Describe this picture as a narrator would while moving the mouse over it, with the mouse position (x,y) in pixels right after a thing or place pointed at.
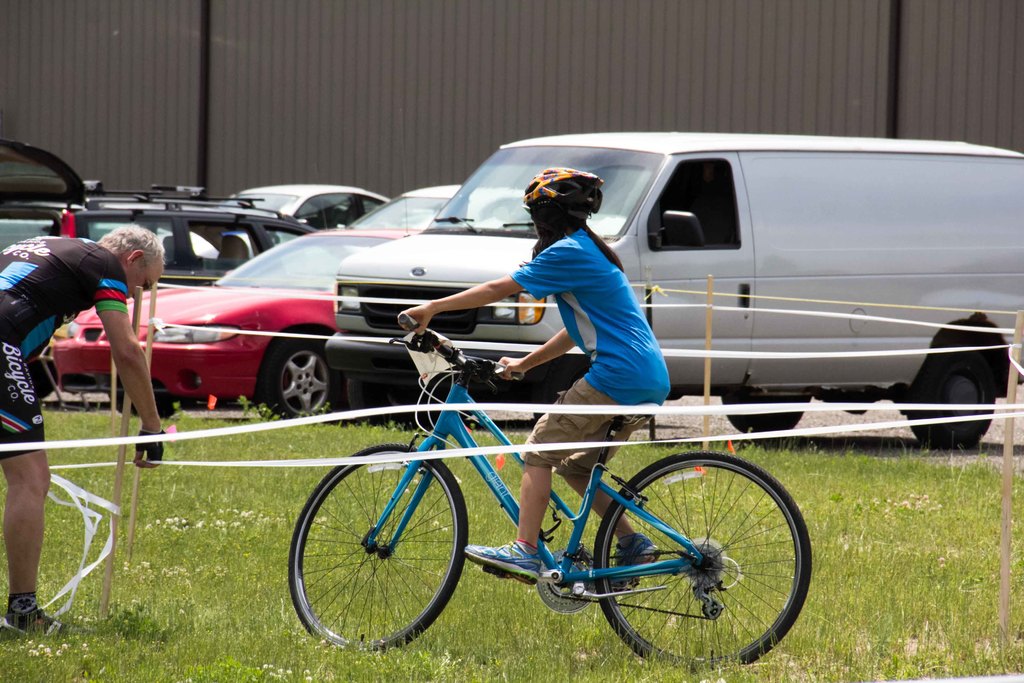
In this image I see a child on the cycle (644,471) and I see a man (135,389) on the grass (213,495). In the background (189,357) I can see 5 cars (273,371) and the wall (118,131).
